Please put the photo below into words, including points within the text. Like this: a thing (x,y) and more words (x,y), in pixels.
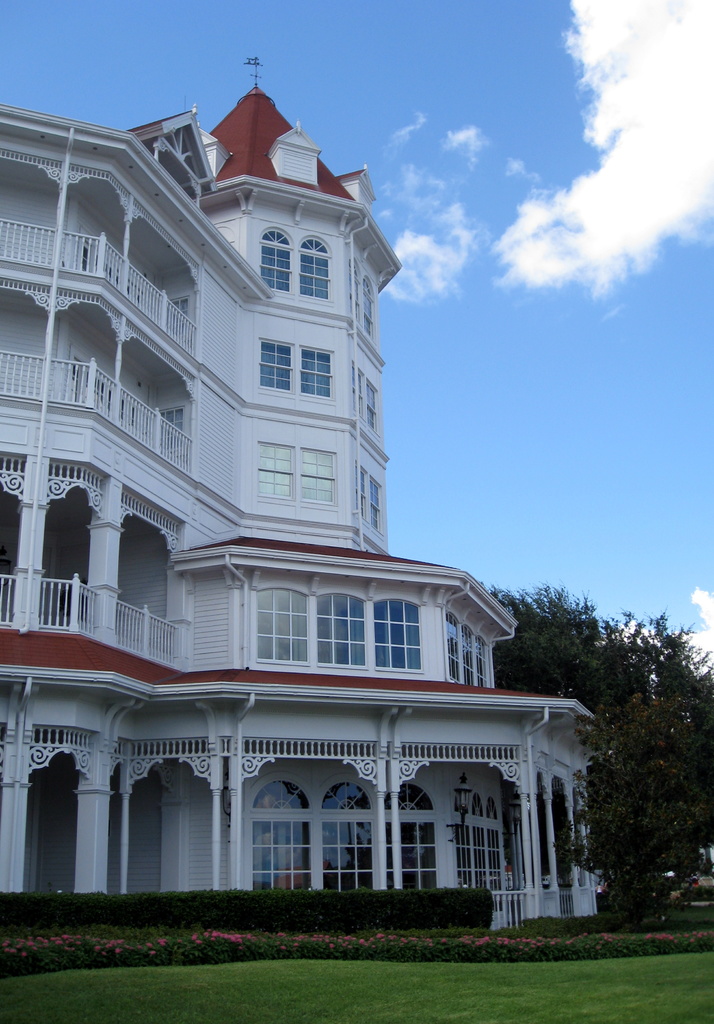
This picture shows building (195,373) and we see trees (639,836) and plants (447,939) and we see grass (279,975) on the ground (388,1014) and a blue cloudy Sky (558,278).
